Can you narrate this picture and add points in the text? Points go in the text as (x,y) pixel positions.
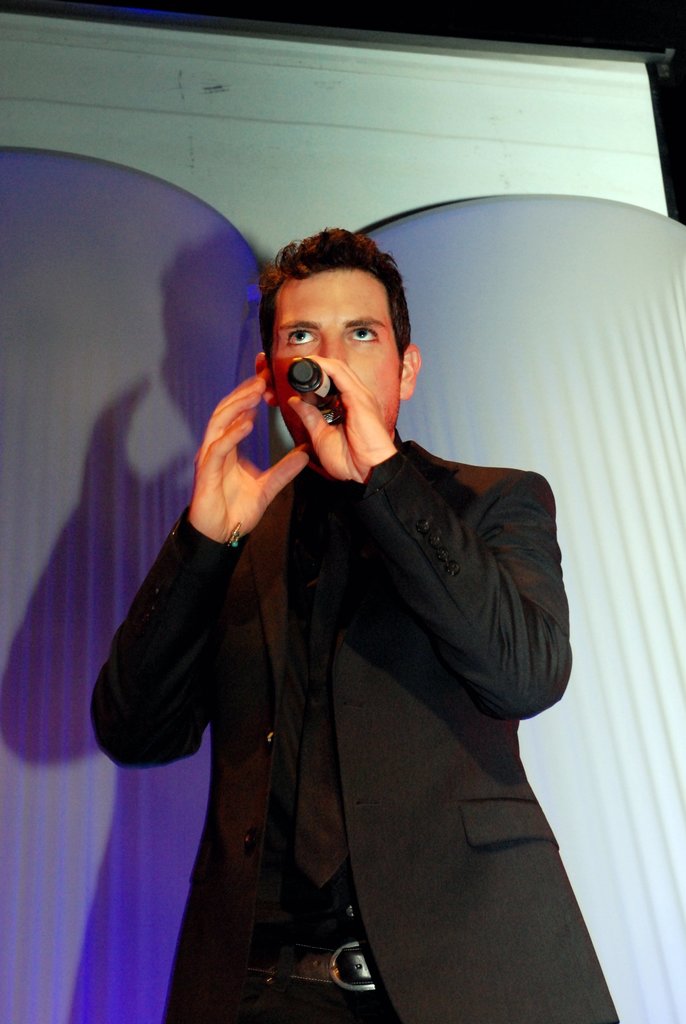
Here we can see a man (351,308) standing with microphone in his hand (364,464) speak something.
